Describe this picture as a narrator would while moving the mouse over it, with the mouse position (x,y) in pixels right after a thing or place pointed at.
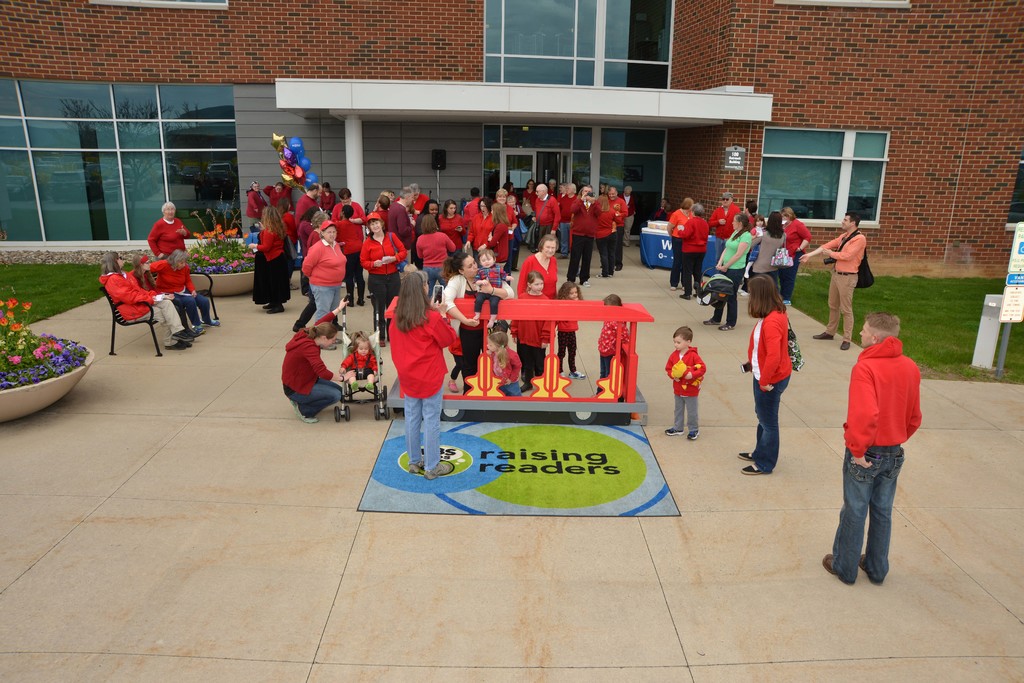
This picture might be taken outside of the building (529,139). In this image, in the middle (455,245), we can see group of people (430,252) standing and few people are sitting on the chair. On the right side (1023,286), we can also see some hoardings (1020,234). On the left side (31,365), we can also see flower pot (39,388) with some plants (30,354) and flowers (30,346). In the background (418,86), we can see a building (710,121), glass door (560,166), speaker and a brick wall (388,24).
